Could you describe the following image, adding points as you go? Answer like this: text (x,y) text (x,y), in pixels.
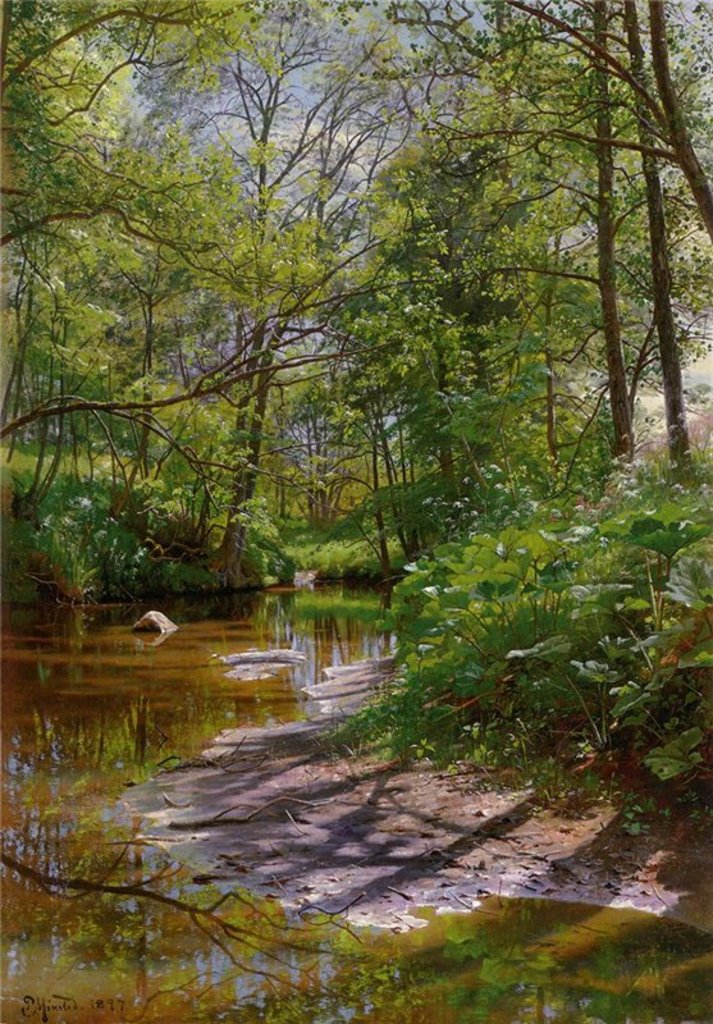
In this image I can see water (431,916), background (300,138) I can see trees (327,441) in green color and the sky (289,131) is in blue and white color.
